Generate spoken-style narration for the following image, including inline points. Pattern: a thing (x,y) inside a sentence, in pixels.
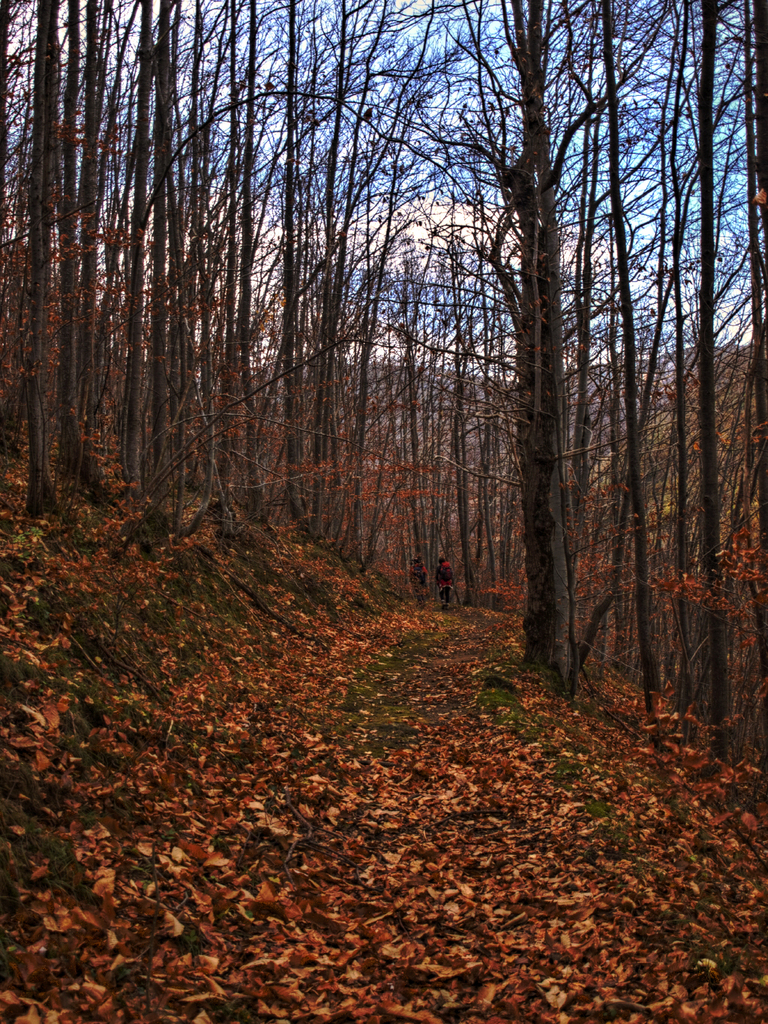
In this image, I can see the trees (408,442) with branches (618,258) and leaves (634,514). I think this is a hill (451,923). I can see the dried leaves (390,947) lying on the ground (550,788).
